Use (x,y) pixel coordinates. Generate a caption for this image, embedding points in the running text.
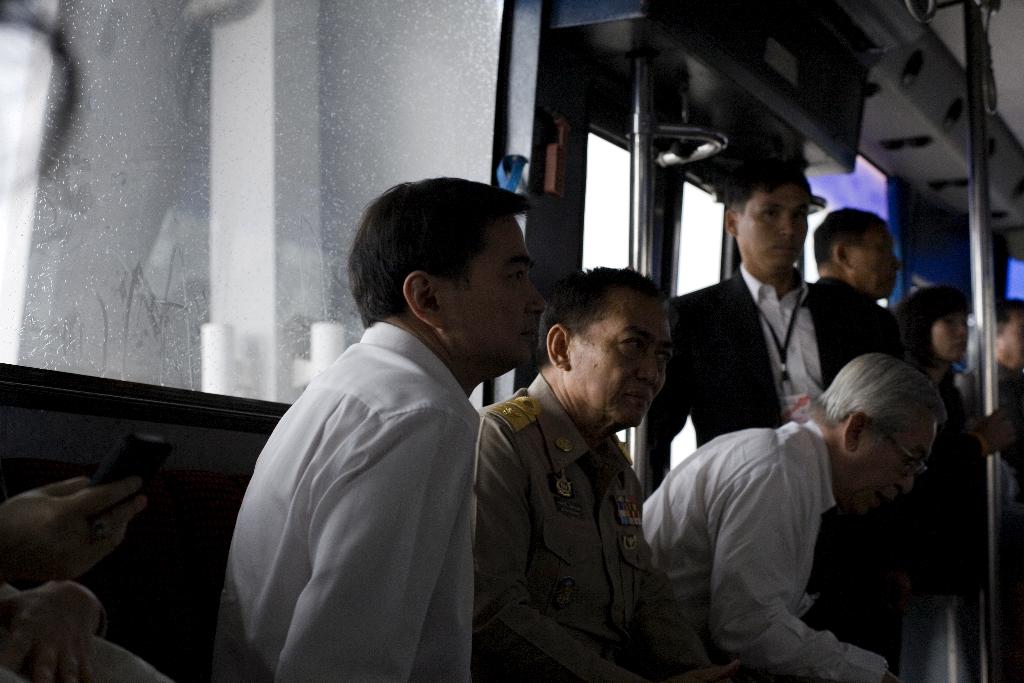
This image is taken inside a train (3,420). In the center of the image (436,335) there is a person (261,668) sitting he is wearing a white color shirt (451,658). Beside him there is another person (491,517) sitting he is wearing uniform (669,667). At the left side of the image (104,553) there is a hand (69,565) of the person (69,565) holding phone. At the right side of the image (775,185) there are people (714,286) standing. At the background of the image (51,148) there is glass (148,256).
